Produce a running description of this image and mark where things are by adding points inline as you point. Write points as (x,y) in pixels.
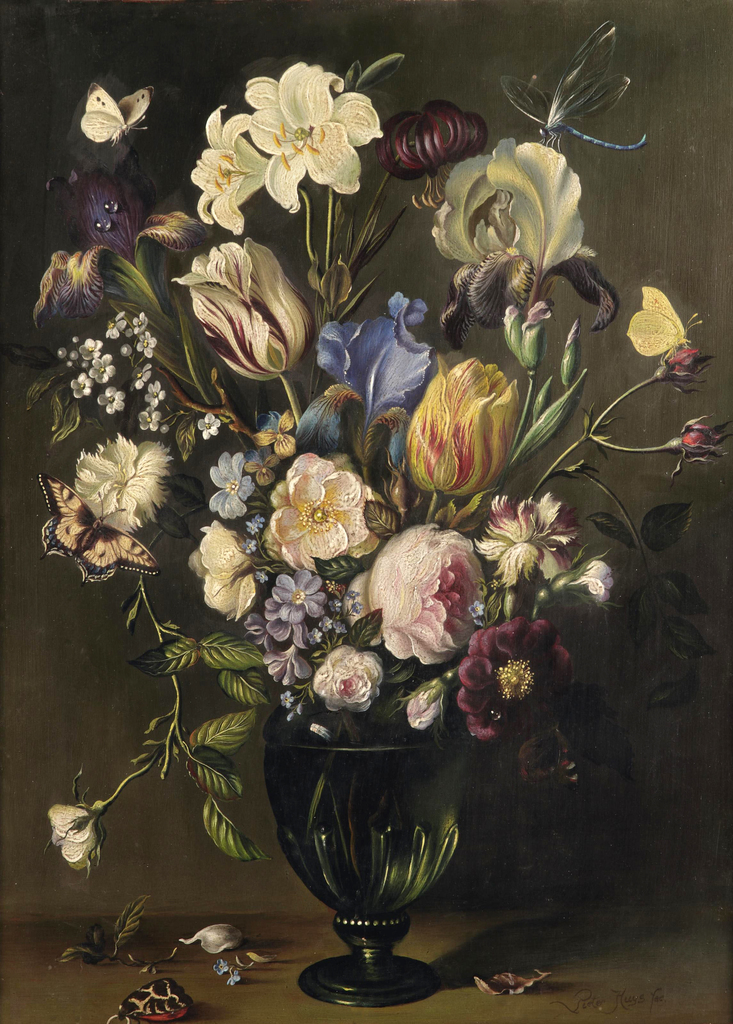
This image consists of a poster (306,596). In the middle (407,490) there is a flower vase (407,840), flowers (500,507), leaves (193,760), butterflies (100,551). At the bottom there are leaves (492,980).
